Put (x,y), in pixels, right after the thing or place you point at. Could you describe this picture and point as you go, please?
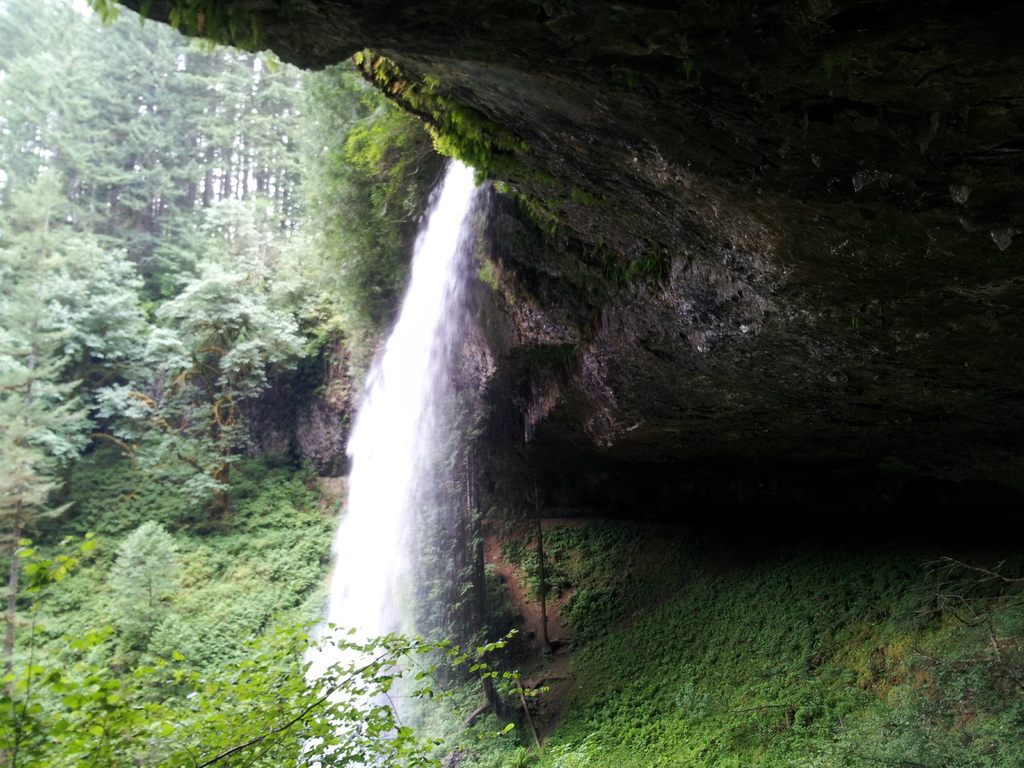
There are water (410,425) and the ground (764,699) is greenery (694,677) and there are trees (165,223) in the background (157,211).
